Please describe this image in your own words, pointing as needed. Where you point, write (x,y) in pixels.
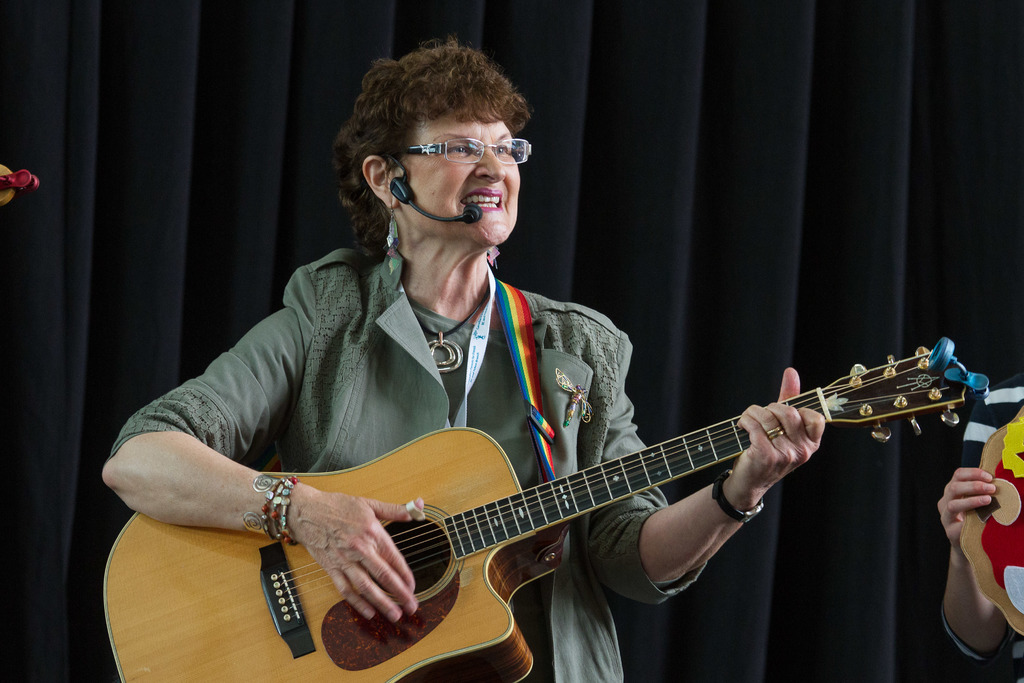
In the middle (415,360), there is a woman (376,109) standing and singing a song and playing a guitar (565,537). In the right bottom (980,605), there is another person (987,622) holding an object (981,545) which is half visible. In the background (865,137) there is a curtain (141,69) of black in color. This image is taken inside the stage (209,130).
